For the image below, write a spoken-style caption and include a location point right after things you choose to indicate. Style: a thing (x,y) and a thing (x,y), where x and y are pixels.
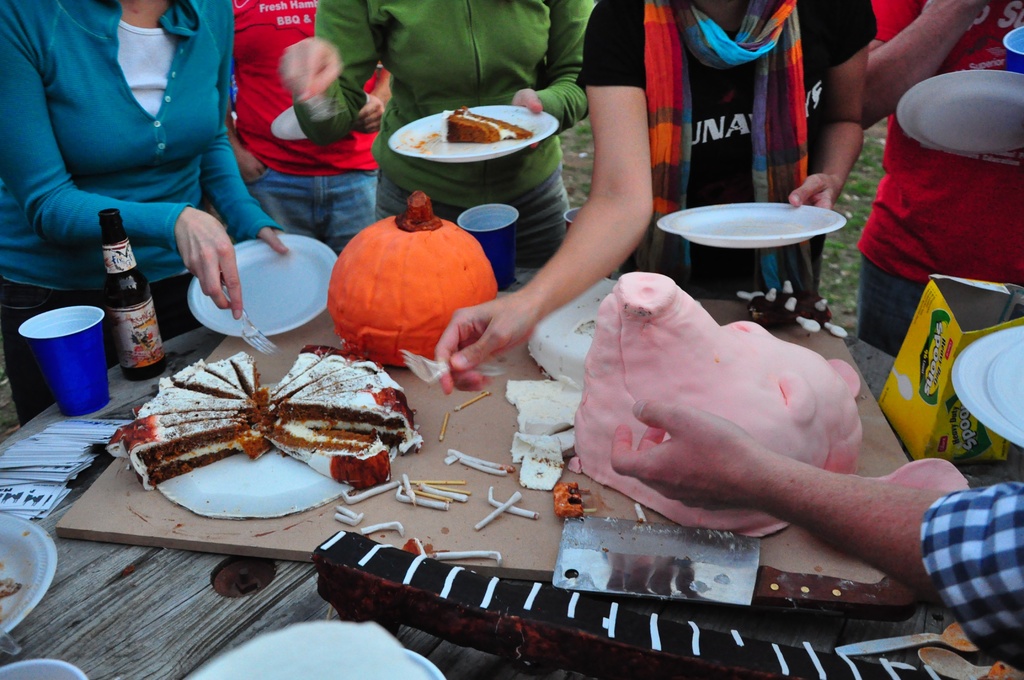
In the center of the image (598,369) we can see some food (598,356) placed on the table (234,634). We can also see a knife (609,572), a bottle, glass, some cards (70,476), some spoons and a cardboard box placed beside them. In the background (390,90) we can see a group of people (753,124) holding the plates (431,152). We can also see some grass (854,266).
